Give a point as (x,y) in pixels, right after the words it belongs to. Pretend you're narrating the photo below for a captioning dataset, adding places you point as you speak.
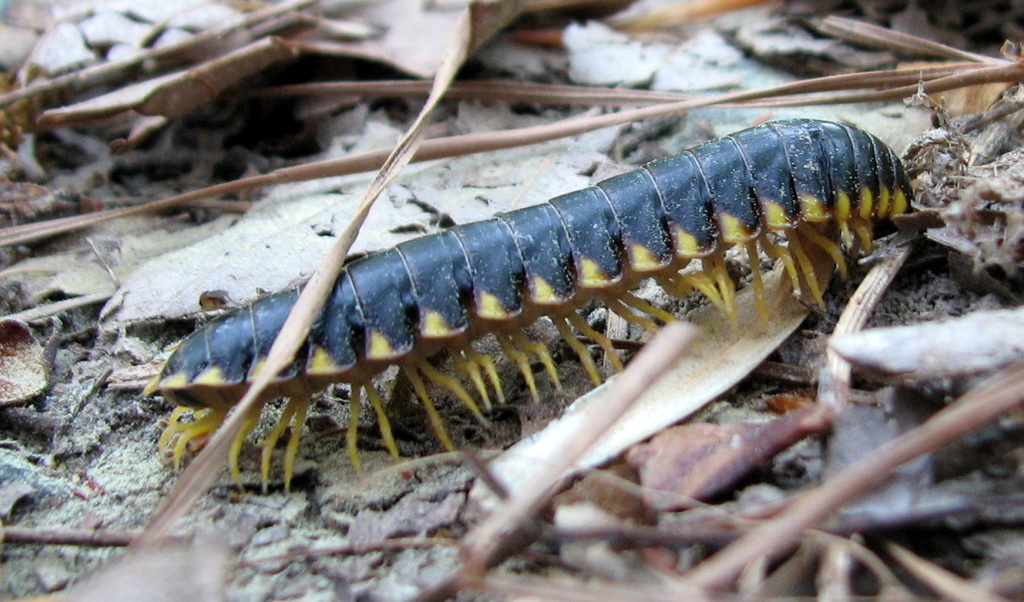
In this picture we can see an insect (450,237) on the ground (832,107) and in the background (128,212) we can see dried leaves (261,63).
